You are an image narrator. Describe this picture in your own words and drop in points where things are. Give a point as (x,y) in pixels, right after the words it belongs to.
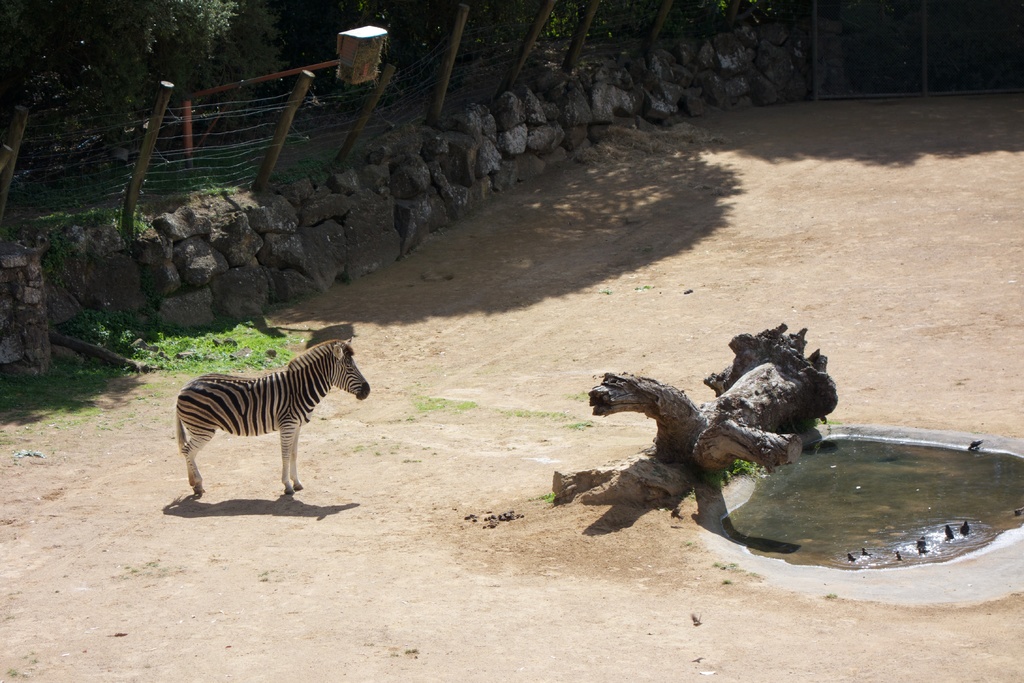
In this picture I can see a Zebra (307,387) and tree bark (670,459) and a small water pond (843,504) and a metal fence (953,32) around and few rocks (647,109) and trees (205,33) and looks like few birds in the water (824,445).
